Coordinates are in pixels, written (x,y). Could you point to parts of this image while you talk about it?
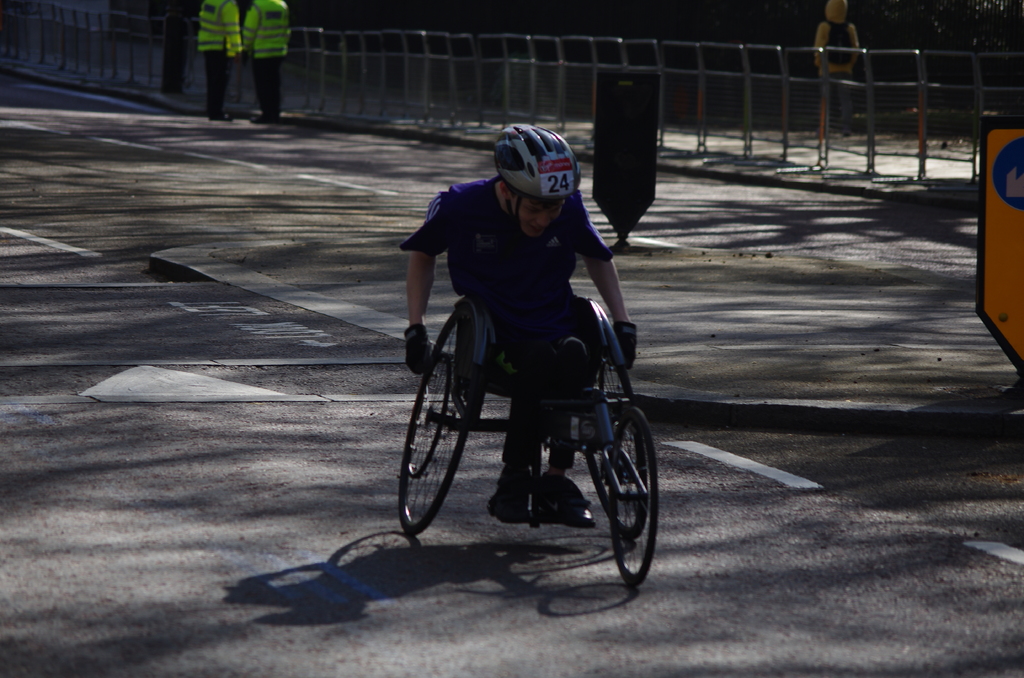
In this picture there is a man (544,263) who is wearing helmet (530,173), t-shirt (513,320), trouser (521,391) and shoe (552,513). He is sitting on the wheelchair (575,410). He is looking like a handicapped person (517,337). On the top left (265,28) we can see two security person (265,28) standing near to the fencing (292,85). On the top right (832,104) there is a woman (834,31) who is wearing yellow top (834,17), jeans (849,107) and shoe (842,130). She is standing near to the tree (950,33) and wall (946,45). On the right (1002,284) we can see sign board (997,181) which is in yellow color. On the bottom (392,640) there is a road (382,669).
